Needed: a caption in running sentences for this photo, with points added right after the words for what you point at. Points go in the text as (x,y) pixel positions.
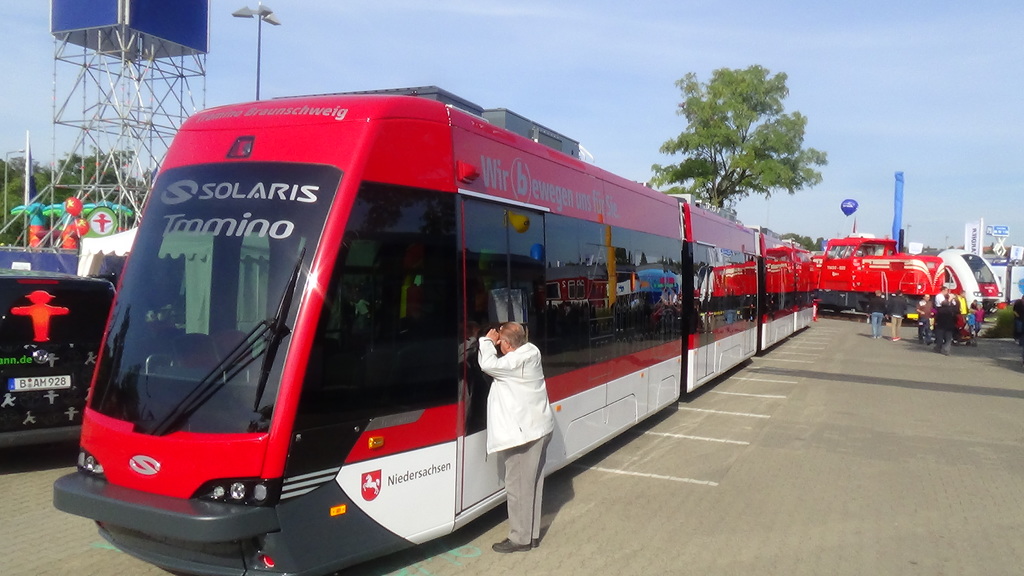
In this picture there is a red color train (462,289) and there is a person (503,388) wearing white suit (528,388) is standing beside the train (407,276) and there are few people (943,325) and another train (892,267) in the right corner (936,271) and there are few trees (114,175) and some other objects (50,289) in the background (134,67).
